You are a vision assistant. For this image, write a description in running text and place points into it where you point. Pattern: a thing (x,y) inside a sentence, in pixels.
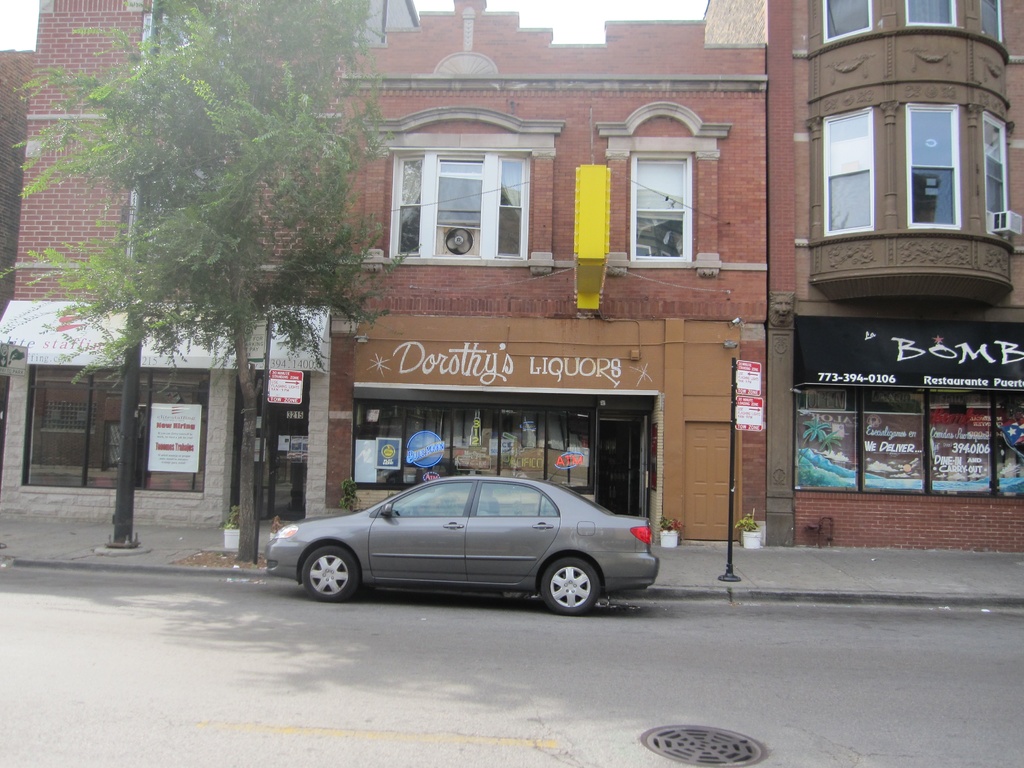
This is an outside view. At the bottom (483,538) there is a car (431,558) on the road (226,625). Behind a tree (193,162) and two poles (126,430) are there on the footpath (203,539). In the background (520,249) there is a building (513,347) along with the glass doors (485,425) and windows (446,212). At the top of the image (596,21) I can see the sky (569,13).
